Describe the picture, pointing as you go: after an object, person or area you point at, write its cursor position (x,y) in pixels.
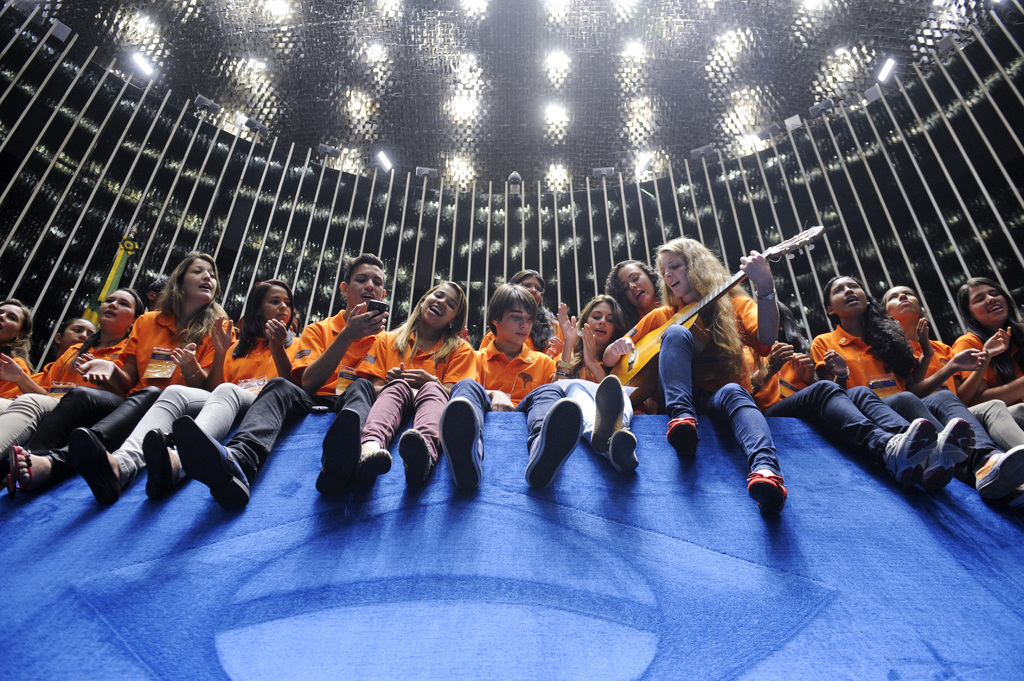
In this image we can see a group of people (558,356). A person (662,350) is playing the guitar (650,357). A person (314,368) is holding an object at the left side of the image (322,362). There are many lights (468,65) at the top of the image (463,161). There is a blue colored object (607,602) at the bottom of the image (482,577).
